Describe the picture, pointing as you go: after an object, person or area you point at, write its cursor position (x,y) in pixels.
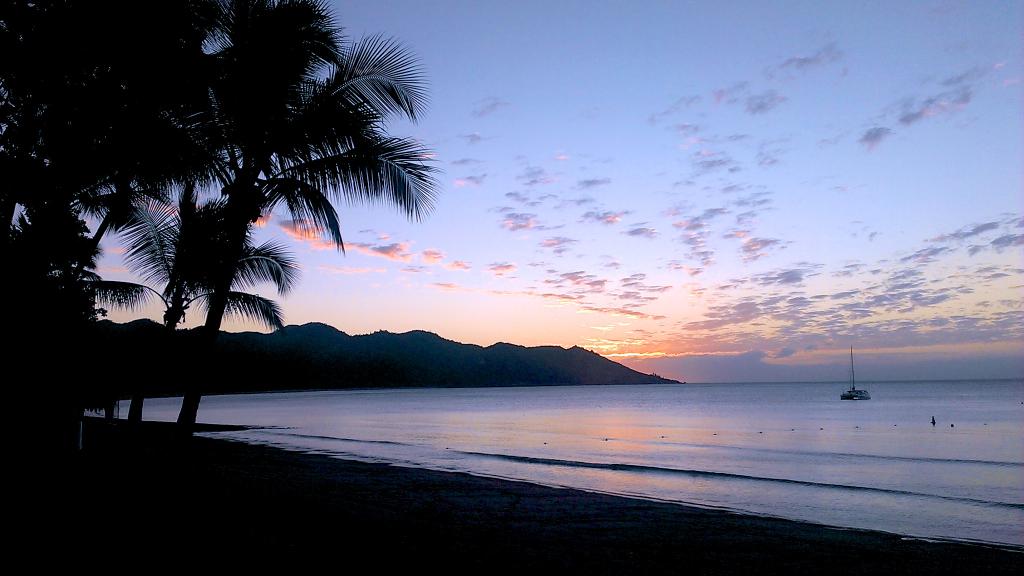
In this picture there is a ship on the water (873,417) at the bottom side of the image (792,416) and there is greenery (340,335) in the image, there is sky (287,242) at the top side of the image (653,120).
